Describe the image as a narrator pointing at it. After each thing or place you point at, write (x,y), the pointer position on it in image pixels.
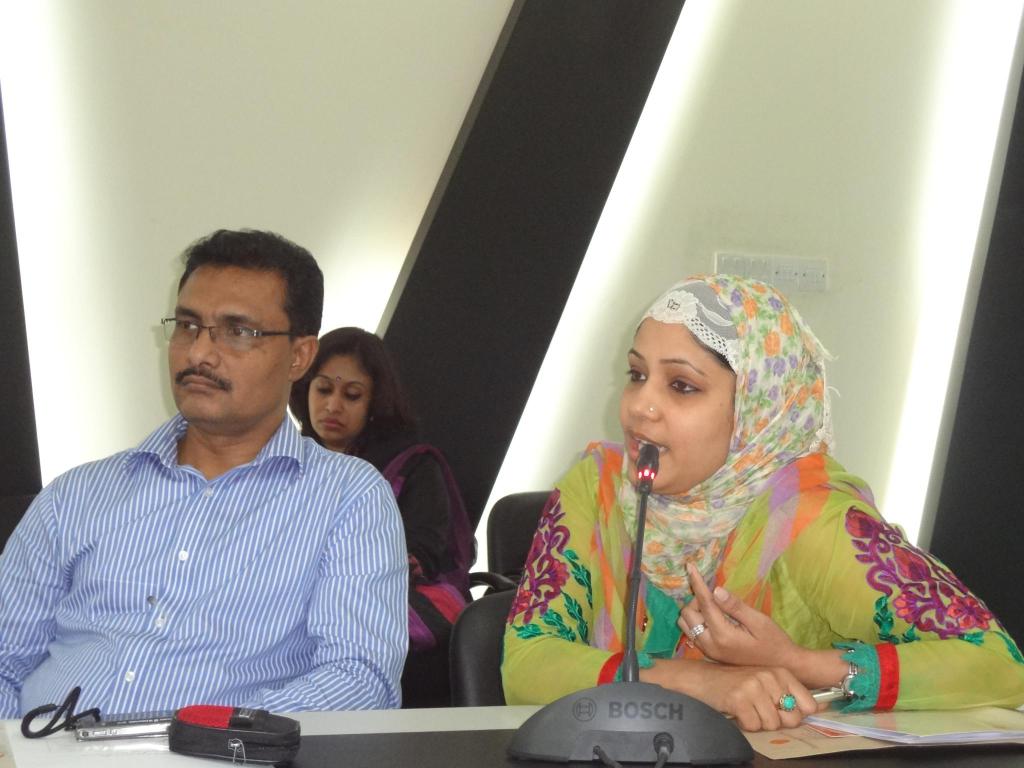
In this picture we can see there are three people (336,558) sitting on chairs (477,607) and a woman (753,548) is holding a pen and explaining something. In front of the people (749,505) there is a table (417,718) and on the table (405,726) there is a microphone (622,735), book (894,711), it looks like a small pouch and other objects (166,718). Behind the people (388,485) there is a wall (499,184) with a switchboard (743,261).
